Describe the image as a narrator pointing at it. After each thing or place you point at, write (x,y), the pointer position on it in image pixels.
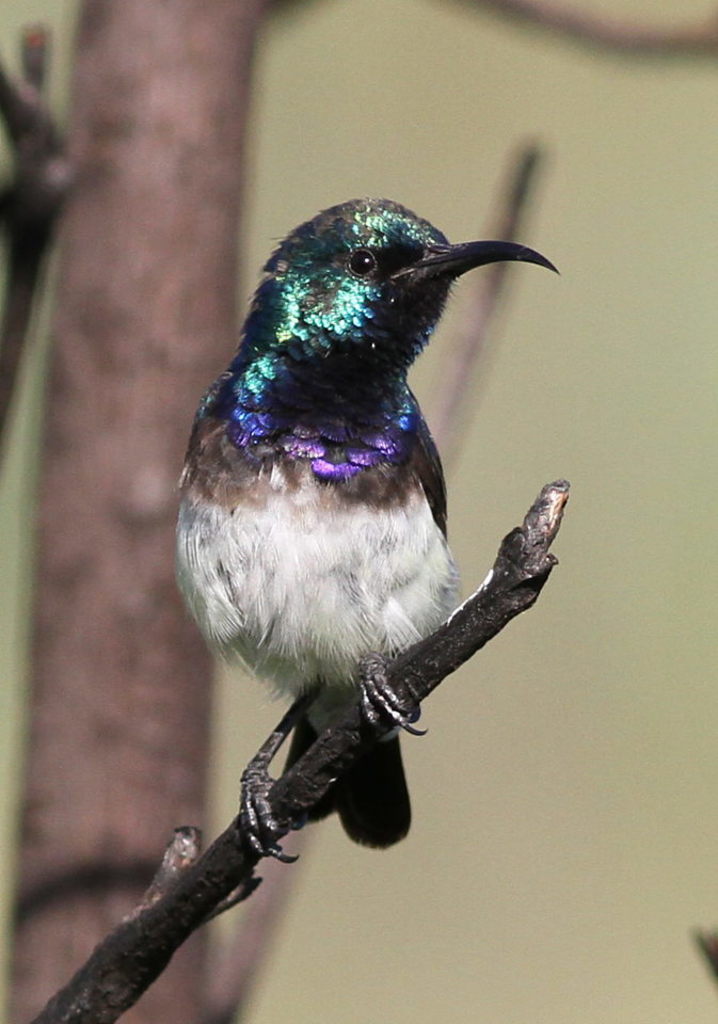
In this image there is a bird (304,499) sitting on the stem (242,850). In the background (110,456) there is a tree (104,271).
